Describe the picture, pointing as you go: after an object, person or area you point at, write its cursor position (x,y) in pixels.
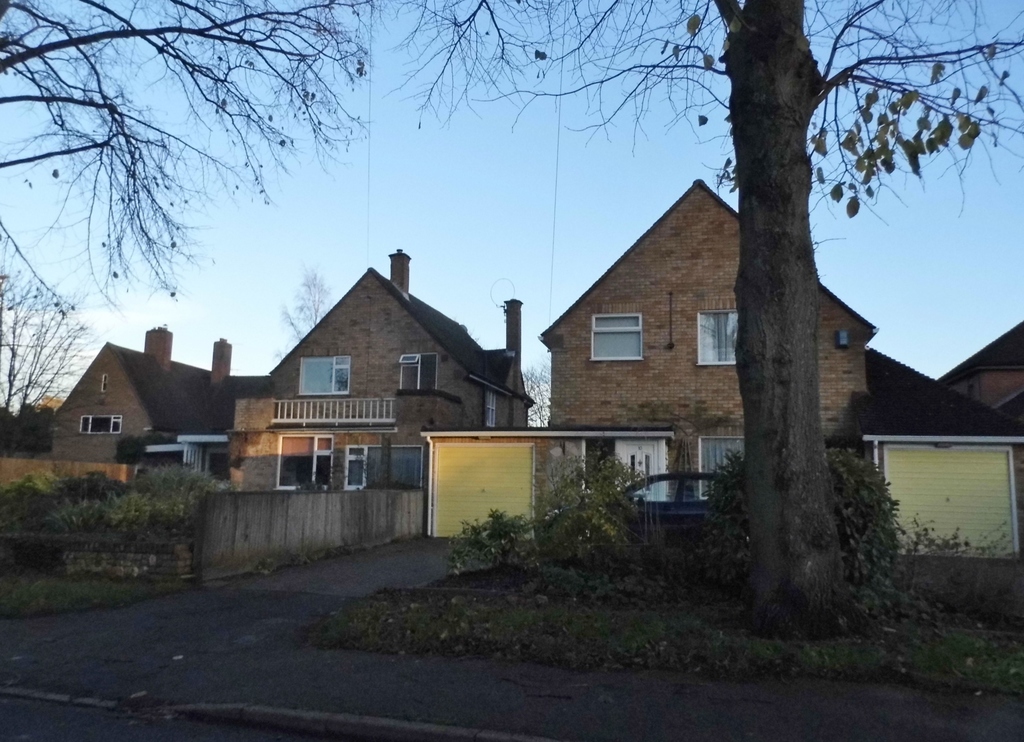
In this picture we can see a few plants (573,525) and bushes (574,538) on the path (162,655). There are the trees (90,106) visible on the right (754,78) and left side of the image (160,51). We can see a few houses (513,430) and the windows (405,466) on these houses (192,367). Sky (331,205) is blue in color.
